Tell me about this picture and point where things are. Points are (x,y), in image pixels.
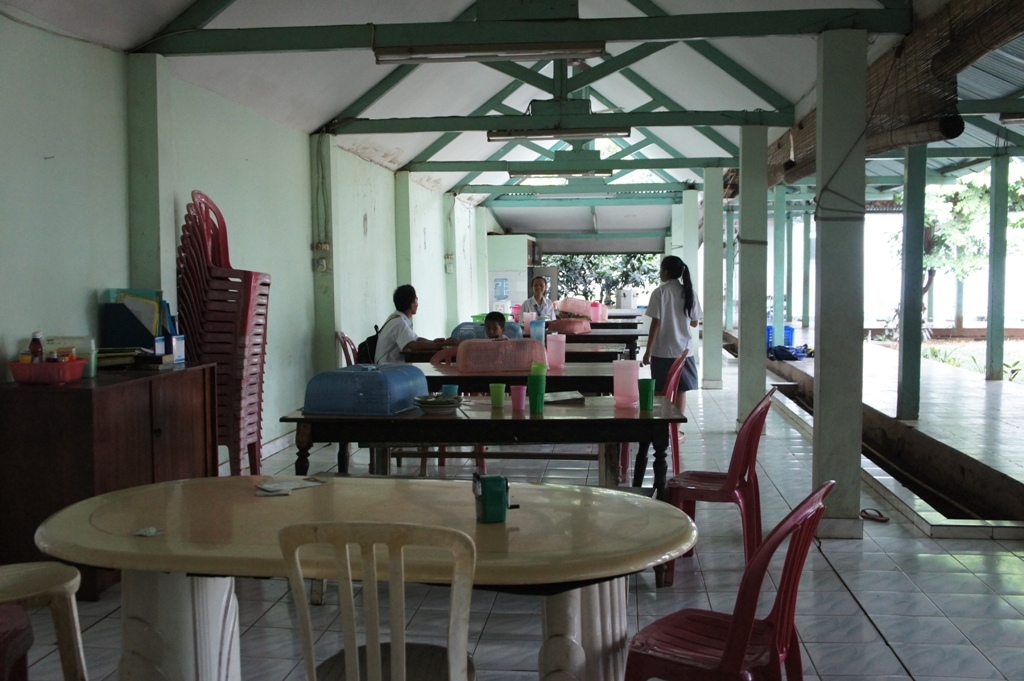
In this image we can see two women (688,343) standing, some people (406,347) are sitting on chairs (456,354), we can also see some containers (626,370), glasses (518,397) and plates (447,408) placed on tables (495,425). On the left side of the image (149,320) we can see some files (151,321), bottle (36,353), tray (67,373) and some objects (86,356) placed on the cupboard (126,368). On the right side of the image (953,259) we can see some plants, trees (965,271) and some poles (841,220). At the top of the image (620,210) we can see the roof (727,15) and curtains (903,95).
